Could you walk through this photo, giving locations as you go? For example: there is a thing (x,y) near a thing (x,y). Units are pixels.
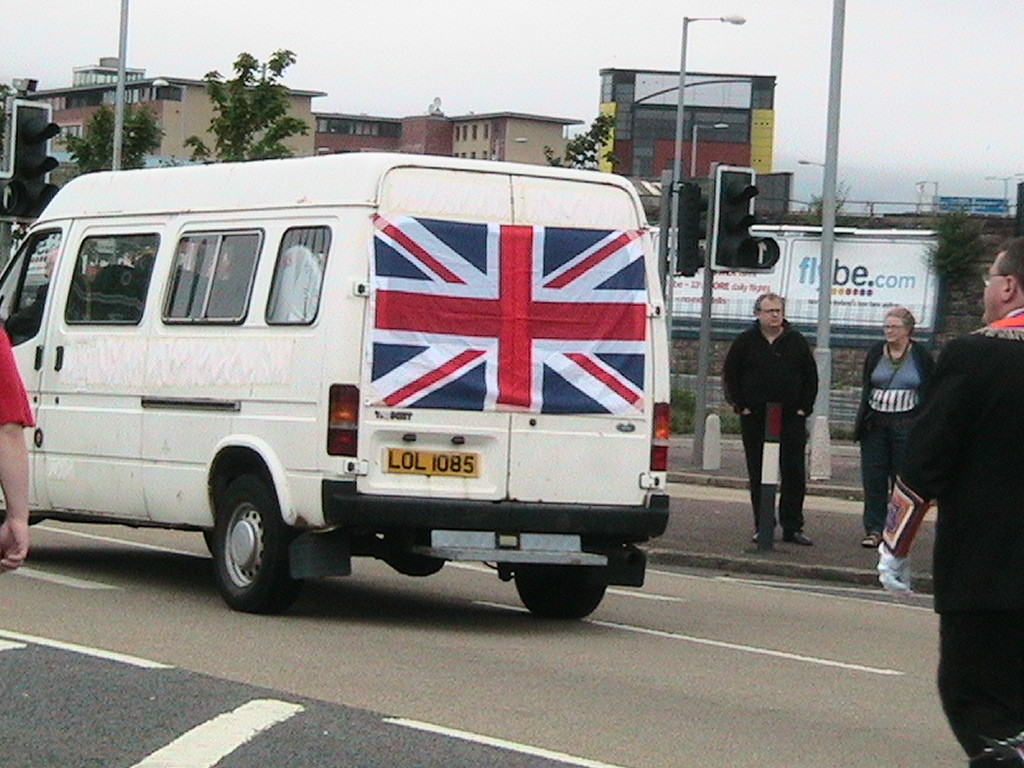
In this image in the center (425,445) there is a car (328,385) which is white in colour and on the right side of the car (282,398) there are persons (869,401) standing. There are poles (823,295), there are boards (786,294) with some text (733,283) written on it, and there are buildings (649,145). On the left side of the car (10,261) there is a hand (1,459) of the person (10,445) which is visible and in the background (157,107) there are trees (137,122), buildings (348,116) and the sky (466,69) is cloudy.
